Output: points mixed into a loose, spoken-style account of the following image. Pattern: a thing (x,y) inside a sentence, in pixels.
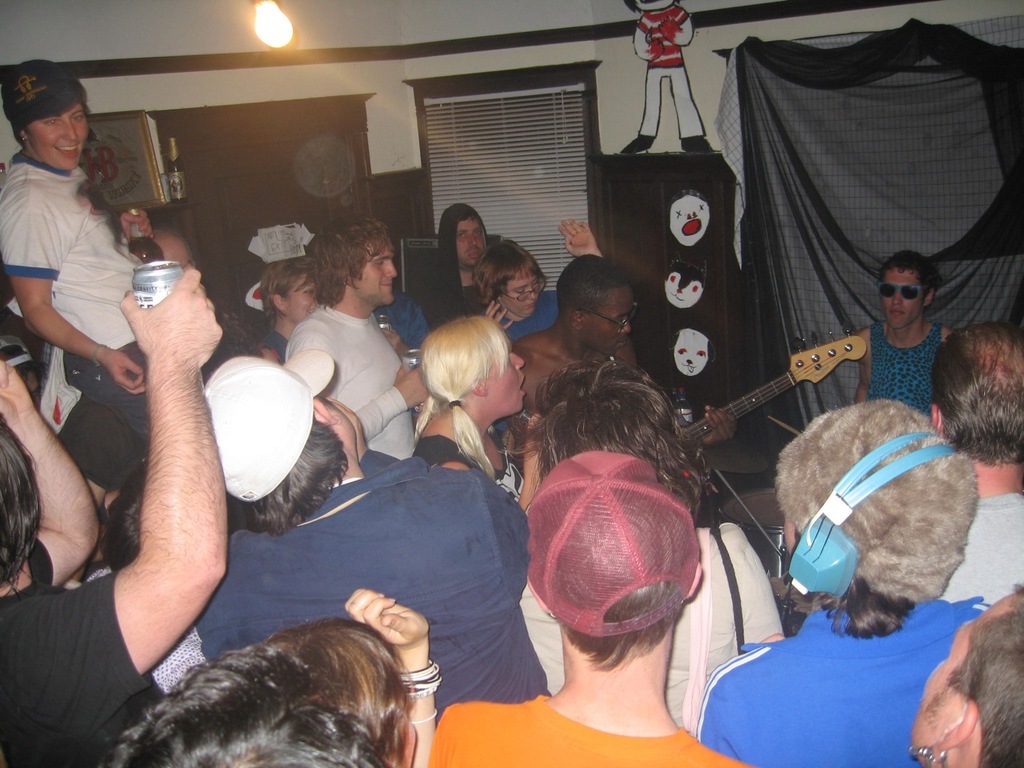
This image is taken indoors. In the background (232,59) there is a wall (717,73) with a door (249,185), a window blind (487,170) and there is a picture frame (138,135) on the wall (134,51). There are a few curtains (864,163). There are a few stickers (671,214) on the wall (330,25). At the top of the image (269,18) there is a light (267,32). In the middle of the image (392,327) there are many people (675,662), a few are holding coke tins (148,293) in their hands (131,301) and a man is holding a guitar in his hands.
